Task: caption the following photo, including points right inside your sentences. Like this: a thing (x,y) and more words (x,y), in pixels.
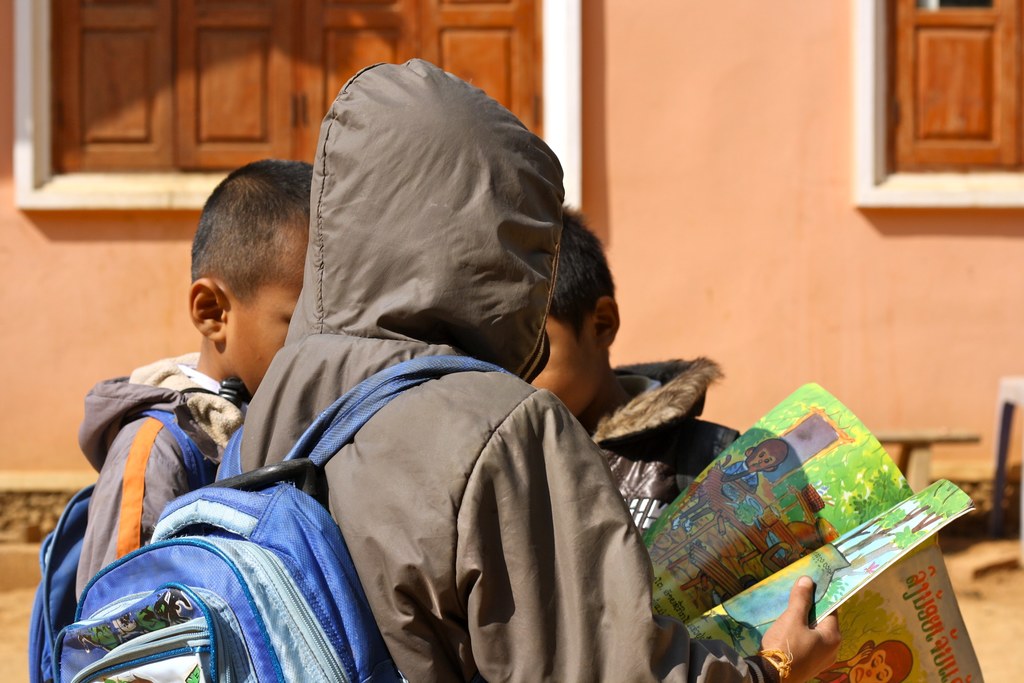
In this picture I can see there are few kids (370,456) standing, they are wearing bags (284,572) and hoodies (456,575). One of them (735,674) is holding a book (782,535) and there is a building (766,343) in the backdrop (620,99) and it has few wooden windows (537,123).
